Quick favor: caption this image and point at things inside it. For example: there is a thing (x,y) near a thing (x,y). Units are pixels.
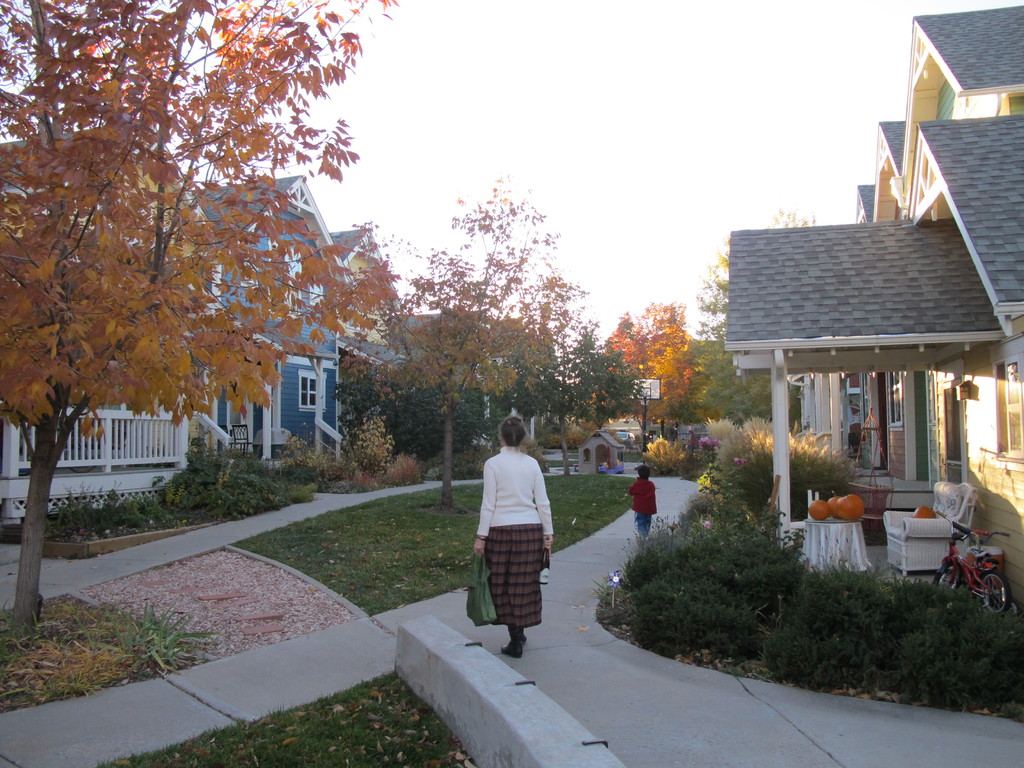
In this image we can see two persons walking and we can also see houses (986,55), trees (38,440), plants (12,682), chairs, bicycle (972,568), grass (196,748) and sky (358,195).
